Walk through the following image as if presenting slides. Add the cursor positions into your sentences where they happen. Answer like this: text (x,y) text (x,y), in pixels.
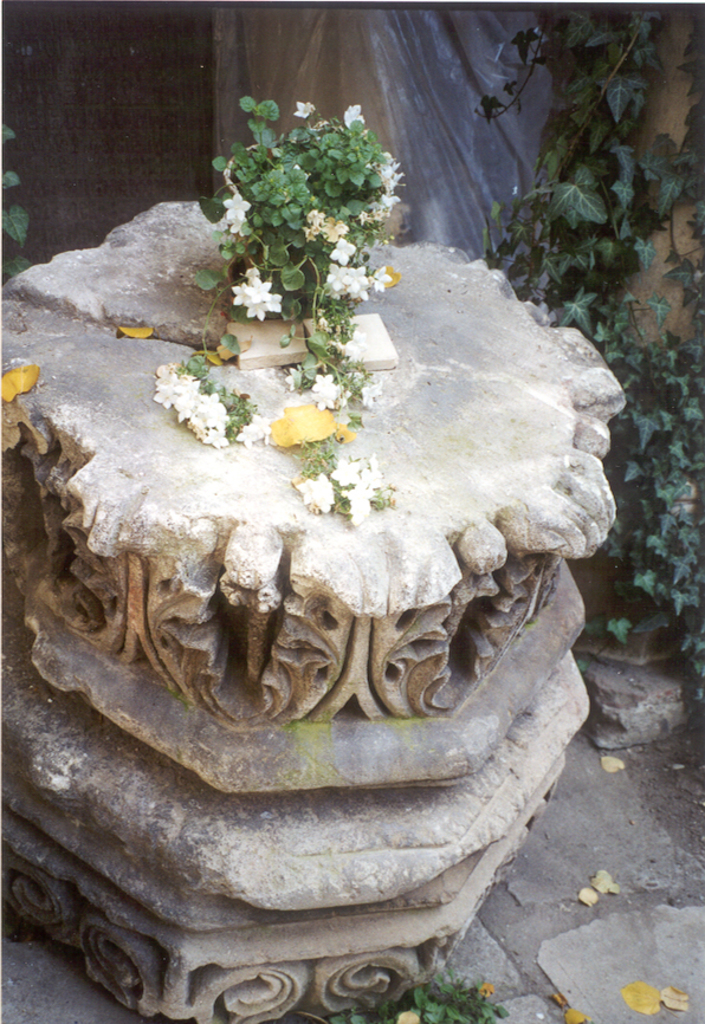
In this image we can see a plant (361,271) with some flowers (322,393) on the sculpture (325,852). On the backside (701,540) we can see some plants (670,589) and a wall (533,155).
